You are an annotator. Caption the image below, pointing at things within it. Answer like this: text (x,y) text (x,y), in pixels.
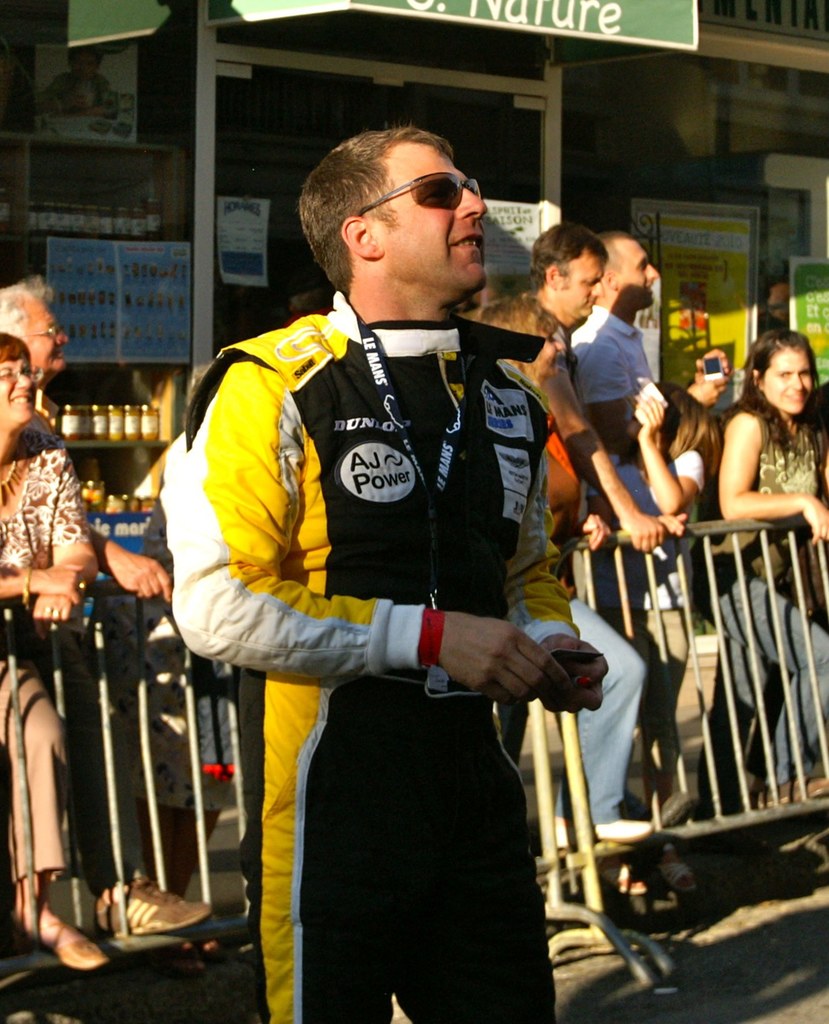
In the image there is a man (363,389) in the front (354,497) in yellow and black jacket (351,379) and behind there are many people (572,456) standing in front of fence (771,735), over the background (761,95) there is building (509,31).
